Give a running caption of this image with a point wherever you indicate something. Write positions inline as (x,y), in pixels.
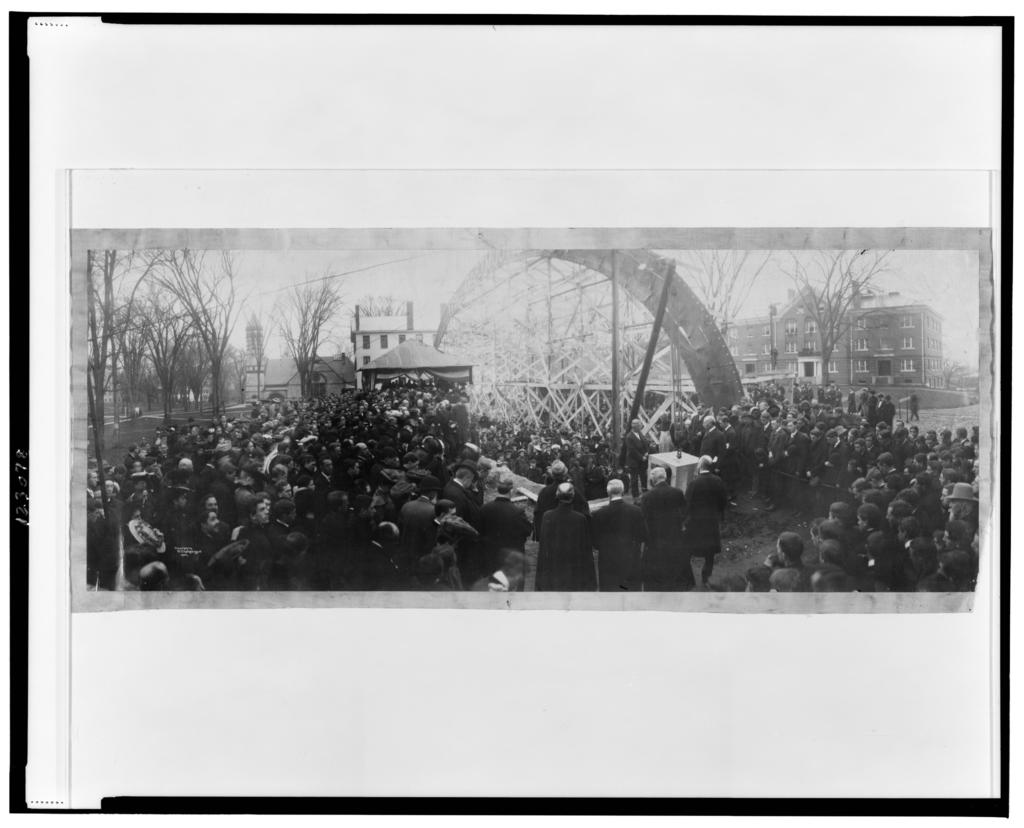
This image is a black and white image. This image consists of a poster (406,425) with an image. In this image many people (419,470) are standing on the road (743,536) and there are a few trees (211,327) and buildings (880,314).
